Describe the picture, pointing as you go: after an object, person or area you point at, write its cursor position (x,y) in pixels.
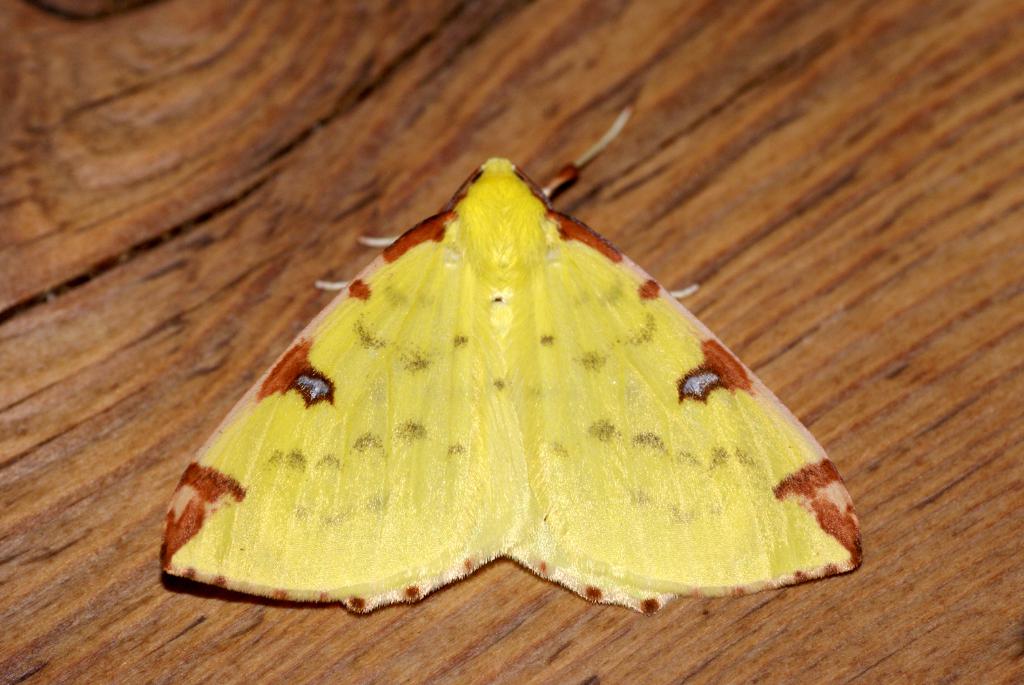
In the center of the image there is a butterfly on the table (567,148).
